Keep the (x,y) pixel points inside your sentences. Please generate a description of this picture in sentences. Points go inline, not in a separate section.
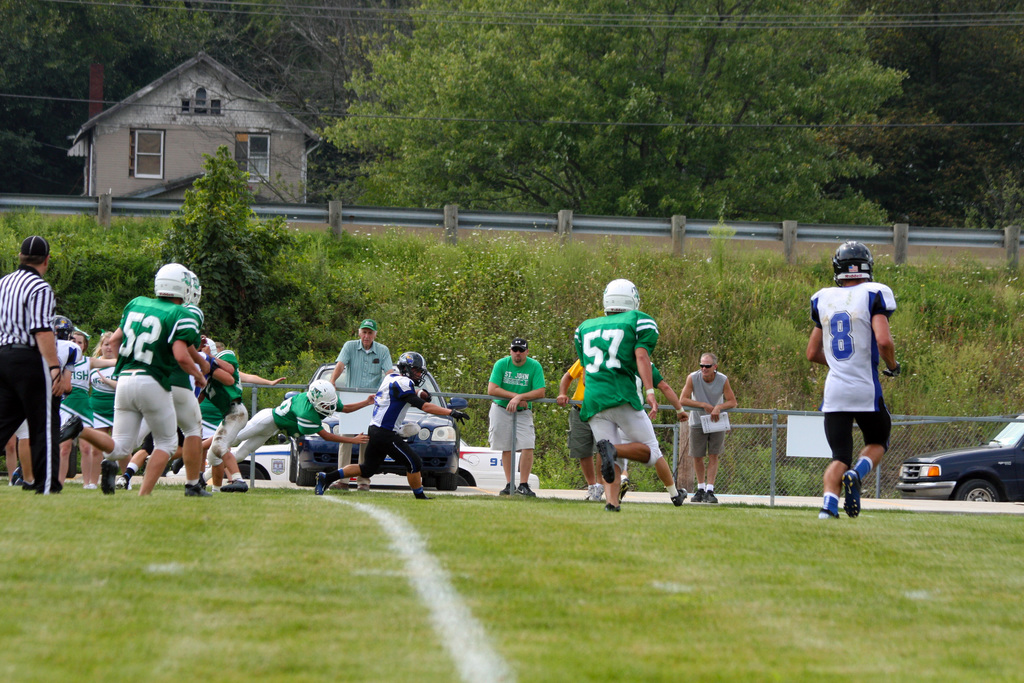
This is a playing ground (310,611). Here I can see few people (865,388) are wearing helmets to the heads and shoes (177,462) and playing a game. At the back (360,369) few people (521,389) are standing and looking at the people (141,451) who are playing. On the right side (985,465) there is a net (912,446) and a car (1004,443). In the background (725,201) there are many trees (516,156), a house (144,136) and also there is a road (300,223).
